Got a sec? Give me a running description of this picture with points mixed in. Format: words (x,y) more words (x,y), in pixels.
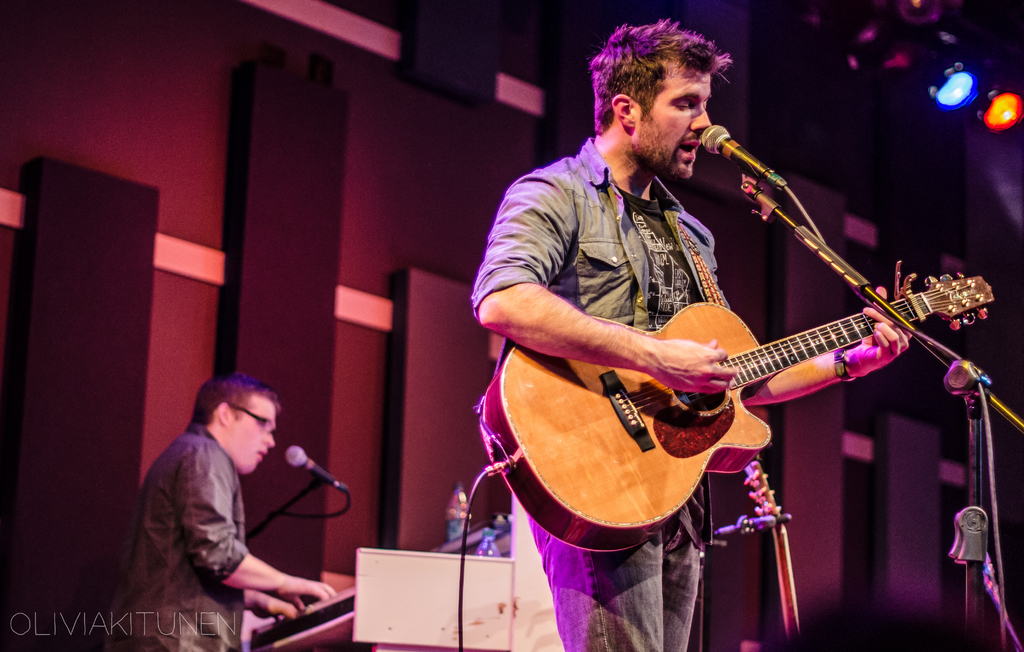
In the image we can see there is a man (632,213) who is holding guitar (671,410) in his hand (878,322) and at the back (239,492) there is a person (240,565) who is playing another musical instrument (337,607).
